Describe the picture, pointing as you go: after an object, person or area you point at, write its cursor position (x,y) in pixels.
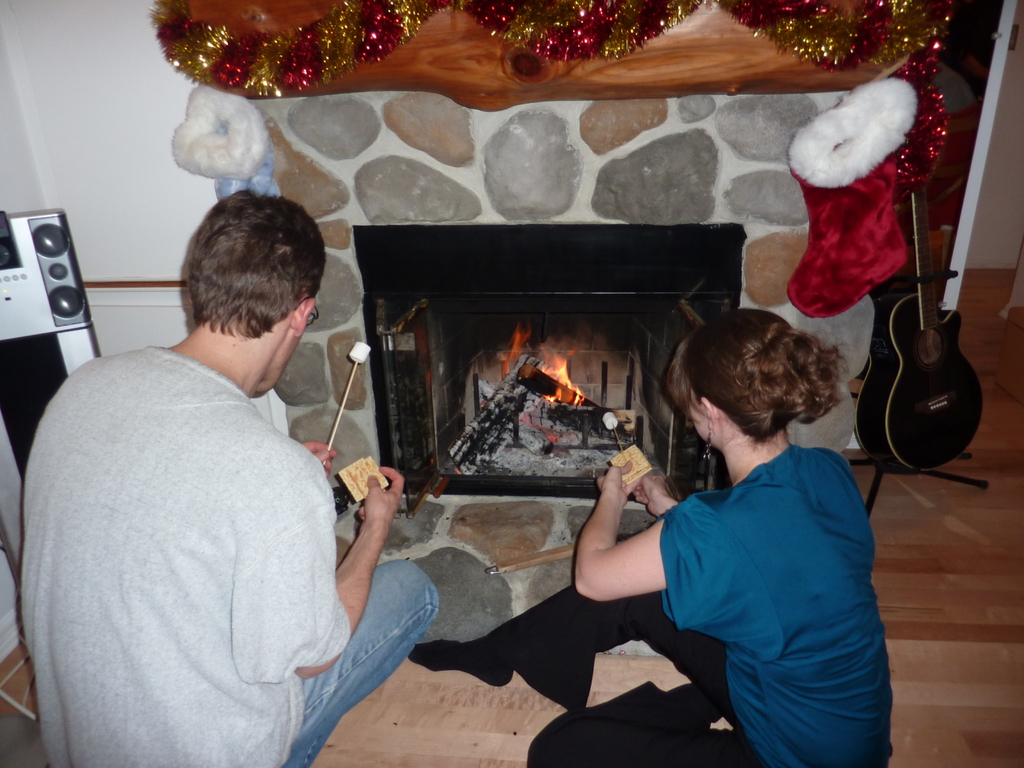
This image consists of two persons (595,616) sitting on the floor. In the middle (493,370), there is a fireplace (500,320). To the right (906,370), there is a guitar (893,418). To the left (63,273), there are speakers (48,314). In the background (106,79), there is a wall (85,89).
